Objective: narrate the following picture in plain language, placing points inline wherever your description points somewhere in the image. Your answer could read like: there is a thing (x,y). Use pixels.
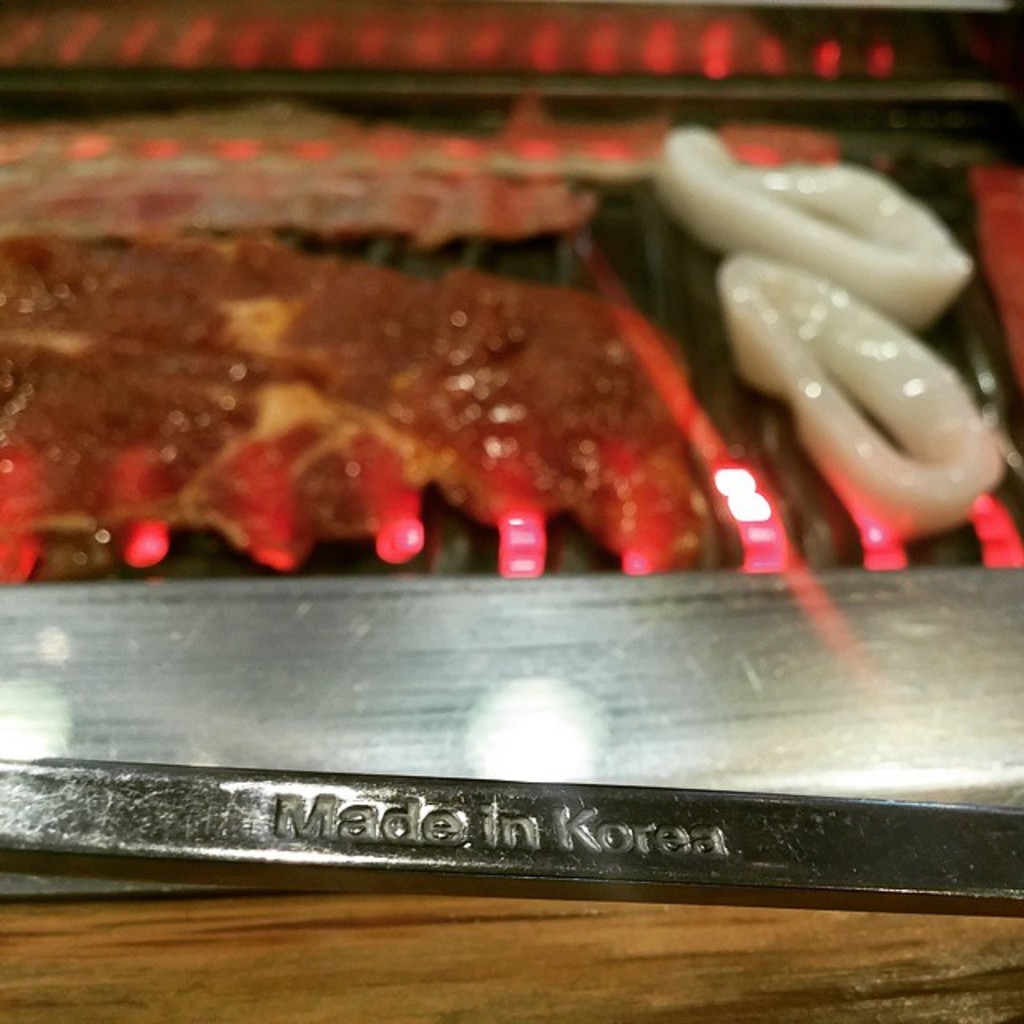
In the center of the image (534,524) there is a grill (530,514) and food (408,403) are present. At the bottom of the image (513,820) a rod (349,826) is there.
